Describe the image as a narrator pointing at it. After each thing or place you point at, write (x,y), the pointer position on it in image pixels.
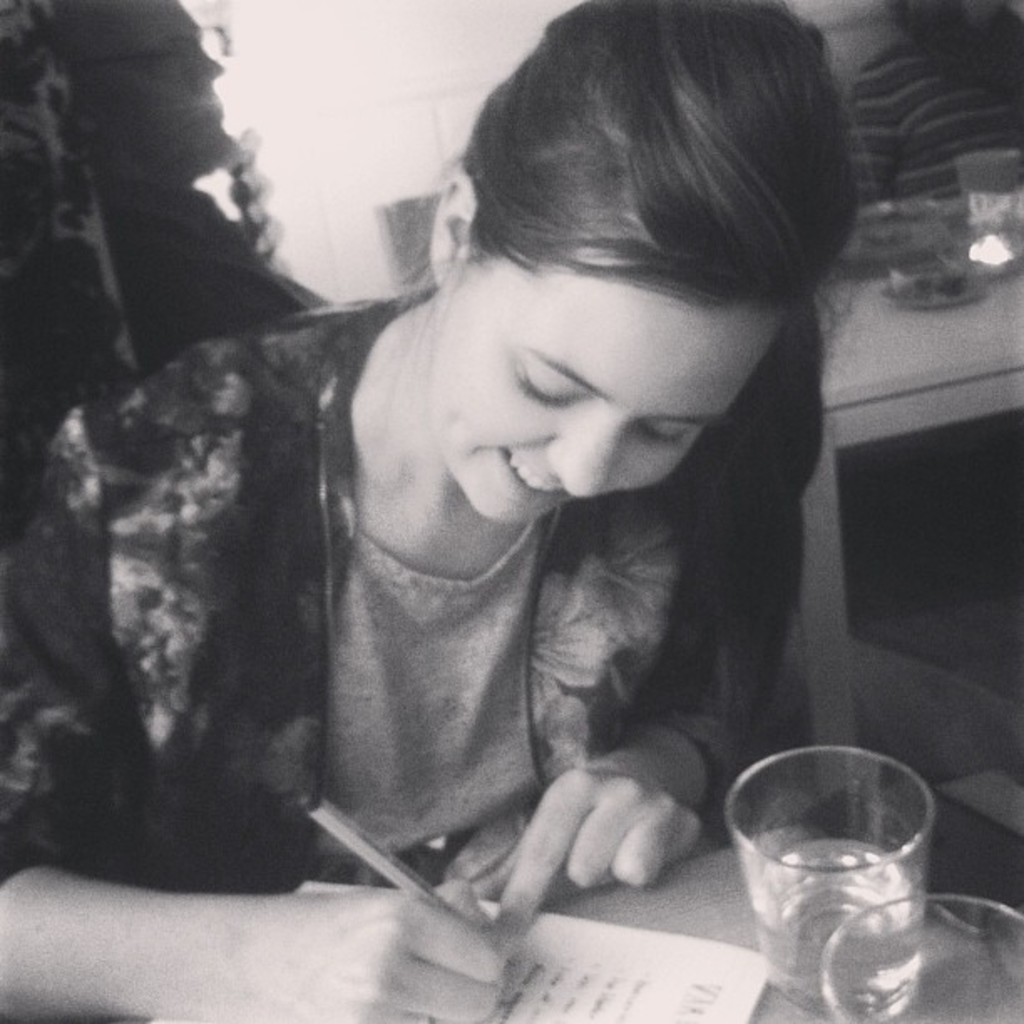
This is a black and white image. Here we can see a woman (540,497) sitting and writing something on a paper (520,975) which is on the table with a pen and we can also see glasses (901,917) on the table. In the background (218,166) there are two persons (179,74) at the table (886,301) and on the table (925,319) there is a glass (997,261) and some other objects (910,289) and a wall (331,34).
